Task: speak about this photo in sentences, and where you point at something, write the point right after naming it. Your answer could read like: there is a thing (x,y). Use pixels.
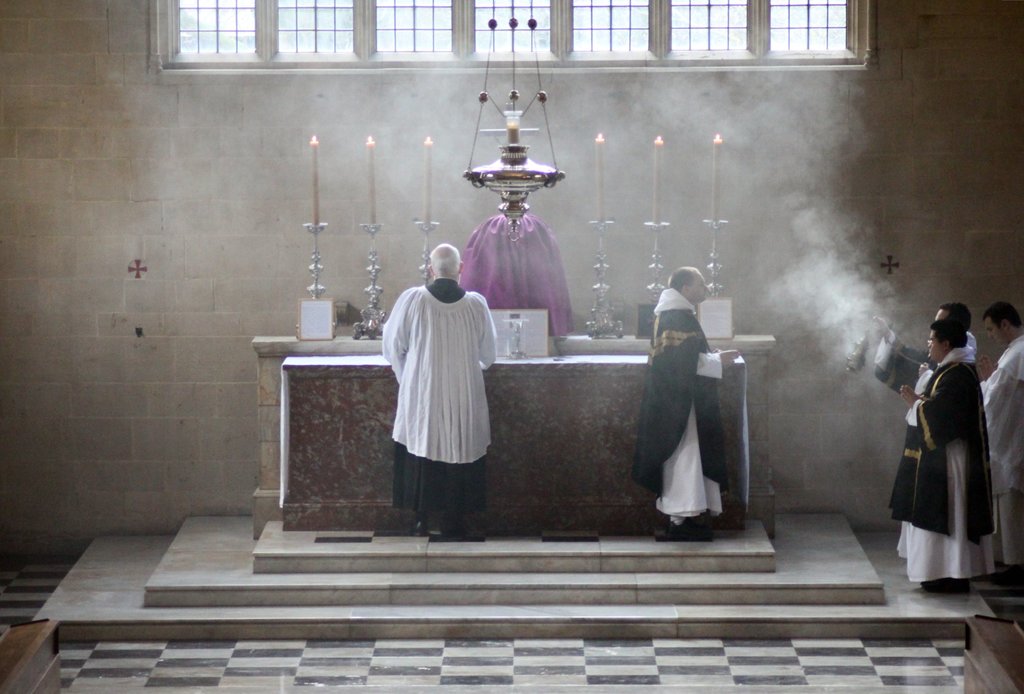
In the center of the image (536,282) there is a statue (470,253) and we can see candles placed on the candle holders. At the bottom (287,512) there is a pedestal (559,422) and we can see people (995,465). In the background (898,137) there is a wall (906,63) and windows (778,29). At the bottom (294,656) there is a floor (516,649).
